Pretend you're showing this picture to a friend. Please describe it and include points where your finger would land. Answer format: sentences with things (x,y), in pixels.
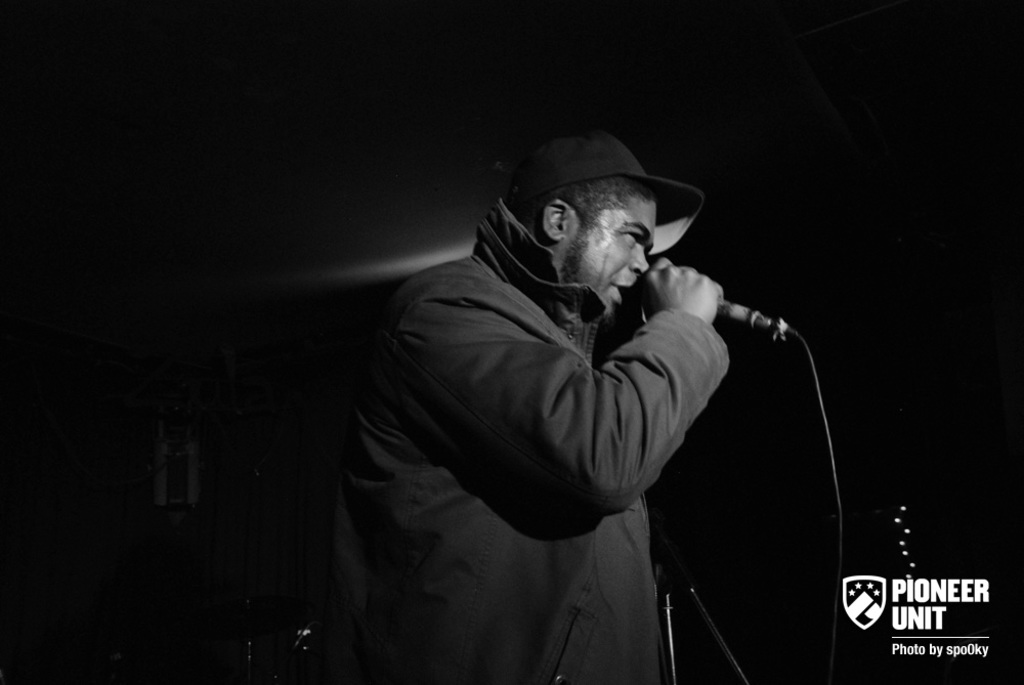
Background of the picture (688,133) is very dark. in this picture we can see a man (382,416) wearing a jacket (489,504) and standing and singing something by holding a mike (746,321) in his hand (692,302). He wore a cap (686,232) which is in black colour.
